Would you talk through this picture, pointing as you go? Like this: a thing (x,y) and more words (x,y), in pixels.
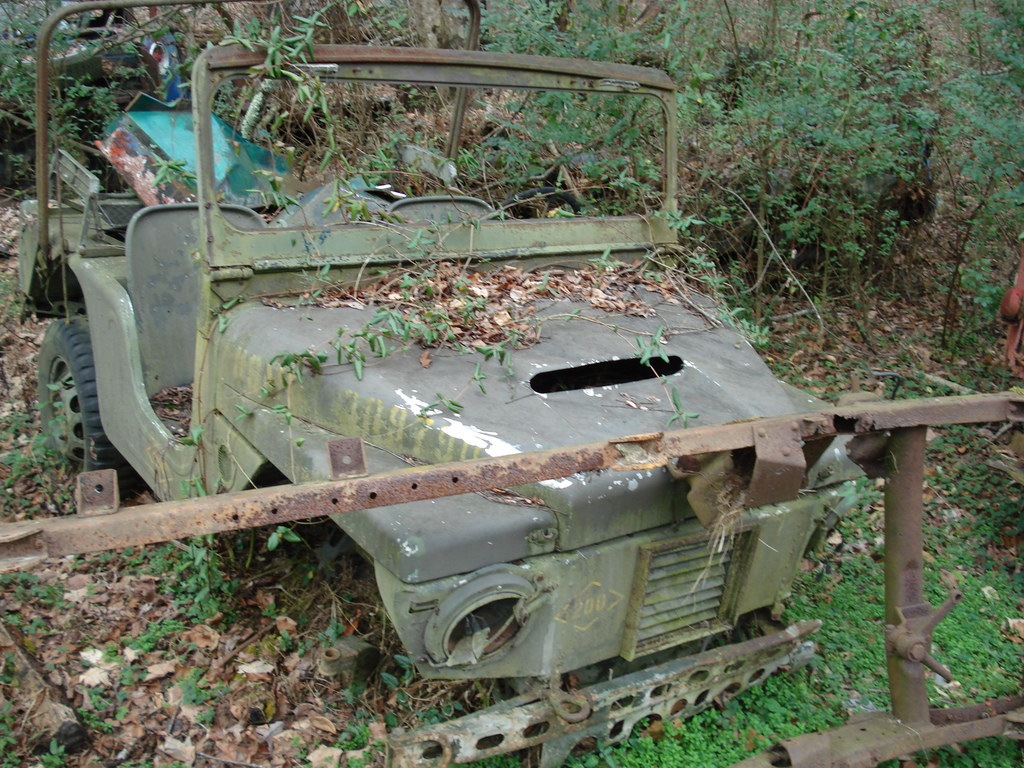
In this image we can see a damaged vehicle (582,410) on the ground (989,451), there is a metal rod (909,520) in front of the vehicle (516,537) and there are few objects (178,143) in the vehicle (184,237) and there are few trees (955,218) and plants (847,90) in the background (965,222).
